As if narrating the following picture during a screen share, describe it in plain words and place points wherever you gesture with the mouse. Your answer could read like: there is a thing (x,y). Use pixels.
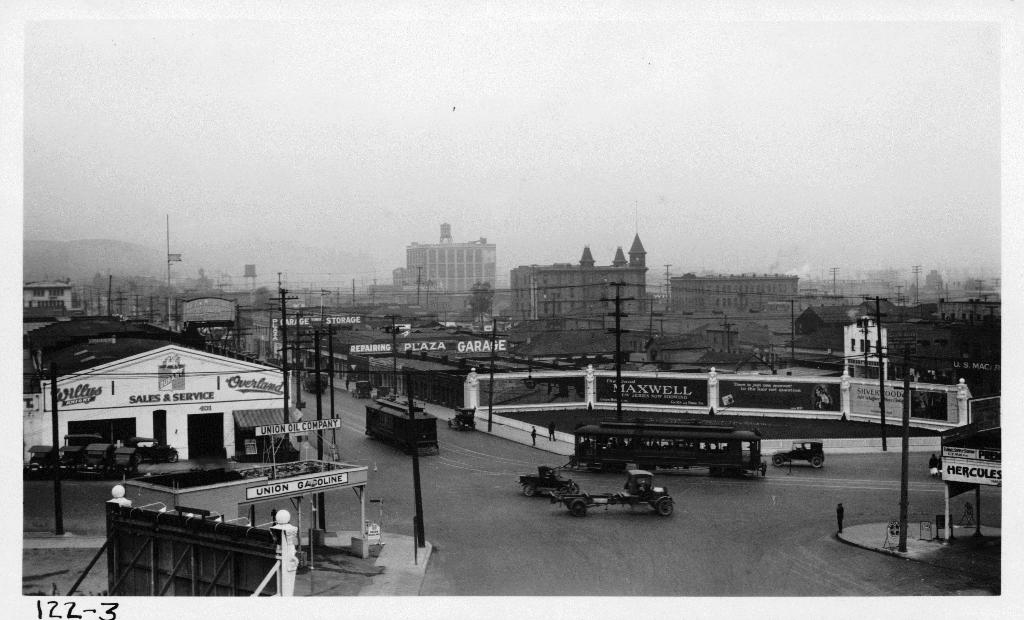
This is a black and white picture. Here we can see poles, boards (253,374), shed (234,381), hoardings (549,397), railing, trees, people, and buildings (516,336). There are vehicles (537,480) on the road (953,588). In the background (234,184) there is sky (571,146).
